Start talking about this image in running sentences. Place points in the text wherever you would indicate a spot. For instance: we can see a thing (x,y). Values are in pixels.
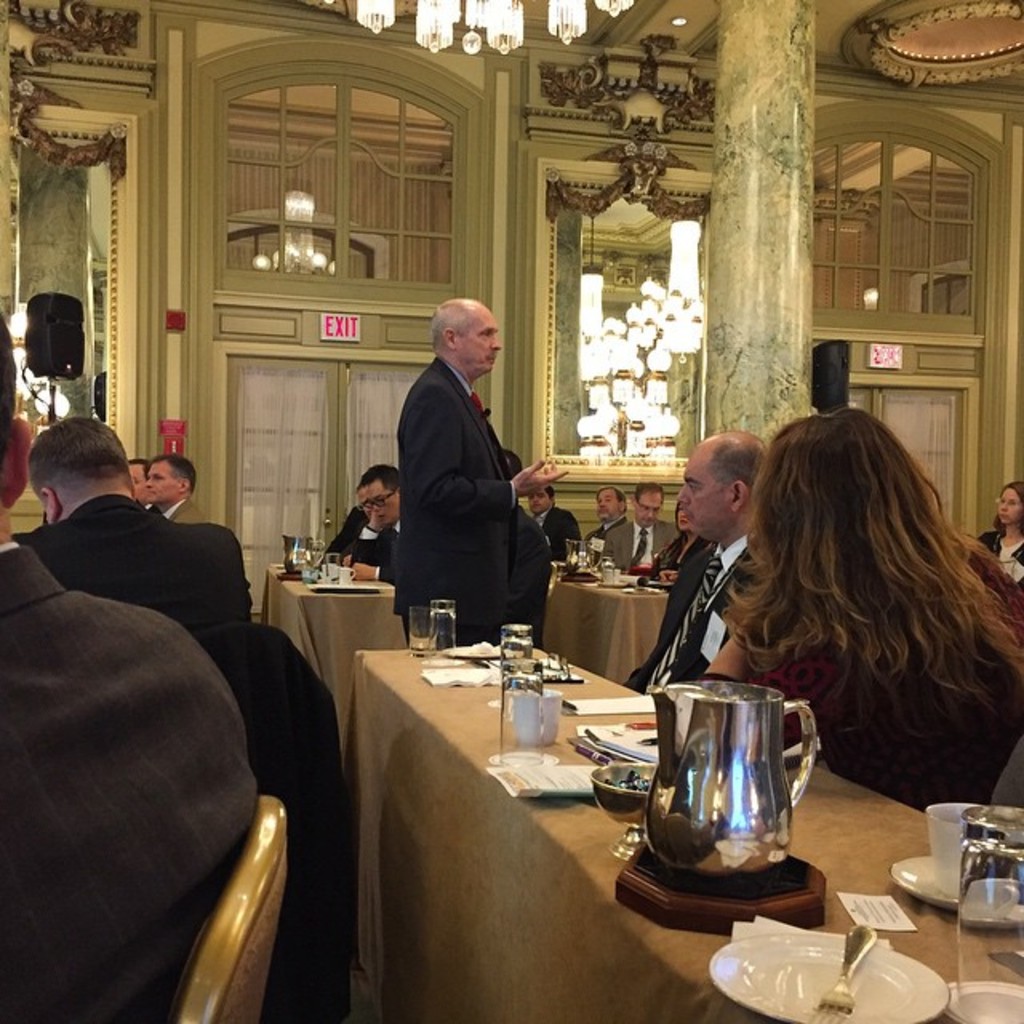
In this image I can see in the middle (443,525) a man (447,497) is standing, he wore coat (464,521). On the right side (829,703) a woman (839,693) is sitting near the dining table (884,820) and there are food items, plates (861,1018), jug (744,810), water glasses (518,737) on this table (573,669). On the left side (227,588) few men (193,669) are also sitting. In the middle (597,414) there is a mirror (631,279), at the top (589,10) there are lights (601,2).
